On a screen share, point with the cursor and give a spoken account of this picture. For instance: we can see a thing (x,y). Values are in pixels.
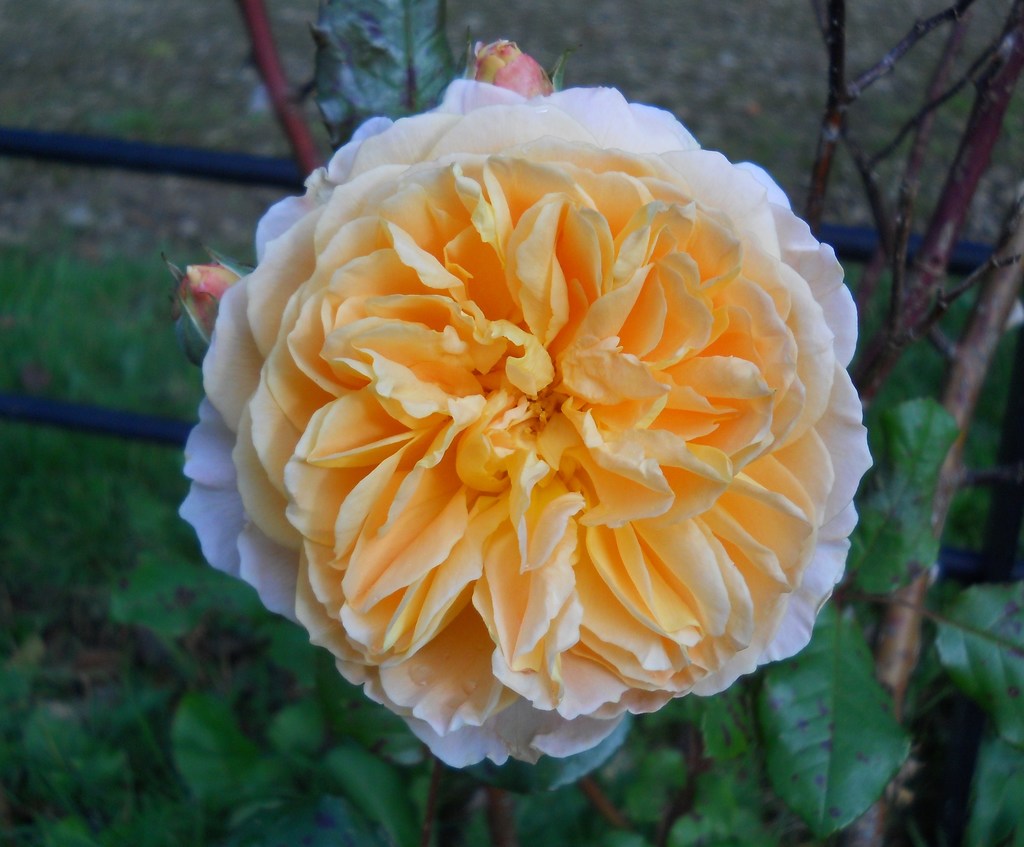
In this picture we can see few flowers (357,350), plants (156,408) and metal rods (138,430).
